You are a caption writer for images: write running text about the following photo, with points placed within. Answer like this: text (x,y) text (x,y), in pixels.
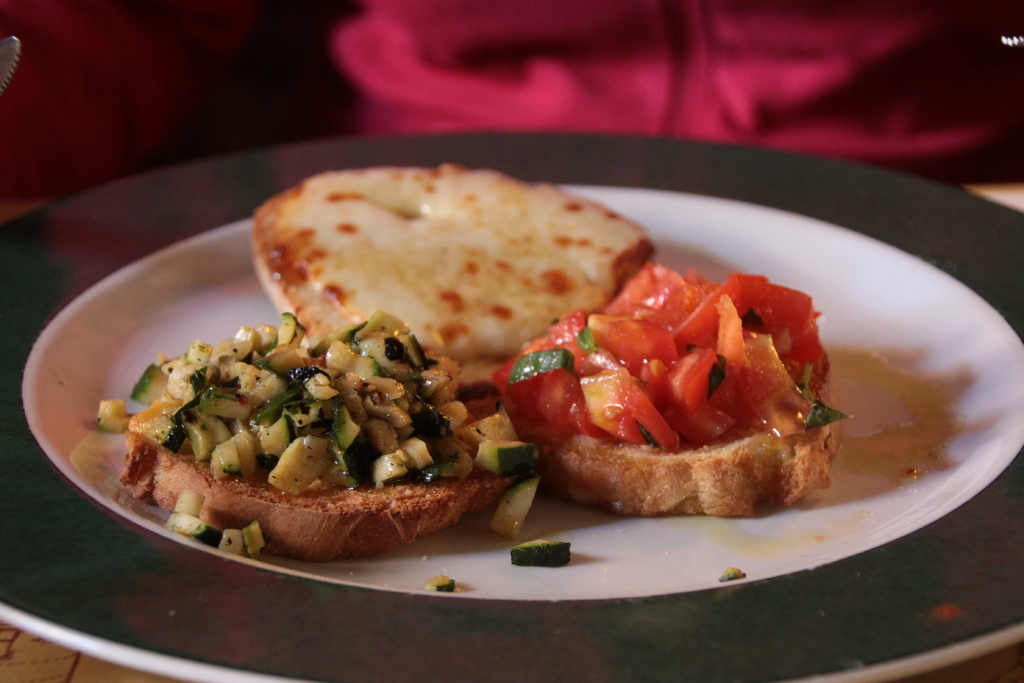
In this image, I can see a food item (606,334) on a plate (826,339), which is placed on a table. There is a blurred background (120,76).
